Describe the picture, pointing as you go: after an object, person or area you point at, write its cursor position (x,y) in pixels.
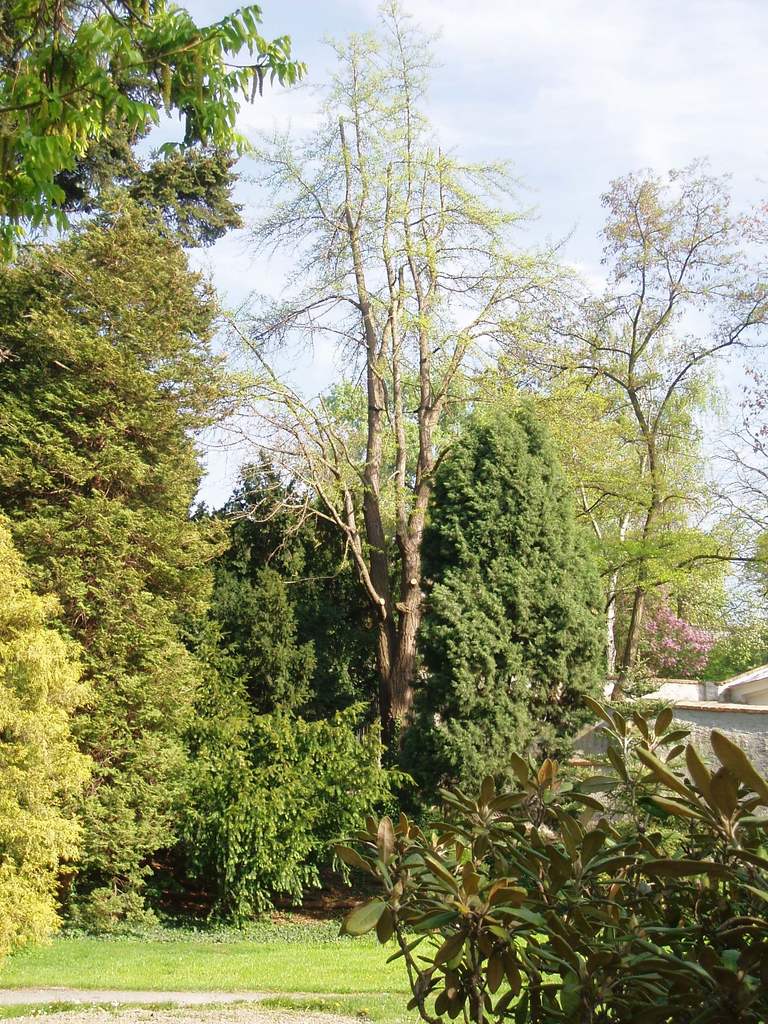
On the right side of the image (678,827) there is a plant (498,910). There is a building (660,685). At the bottom of the image (229,956) there is grass (212,961) on the surface (212,961). In the background of the image (292,651) there are trees (478,515) and sky (536,94).
